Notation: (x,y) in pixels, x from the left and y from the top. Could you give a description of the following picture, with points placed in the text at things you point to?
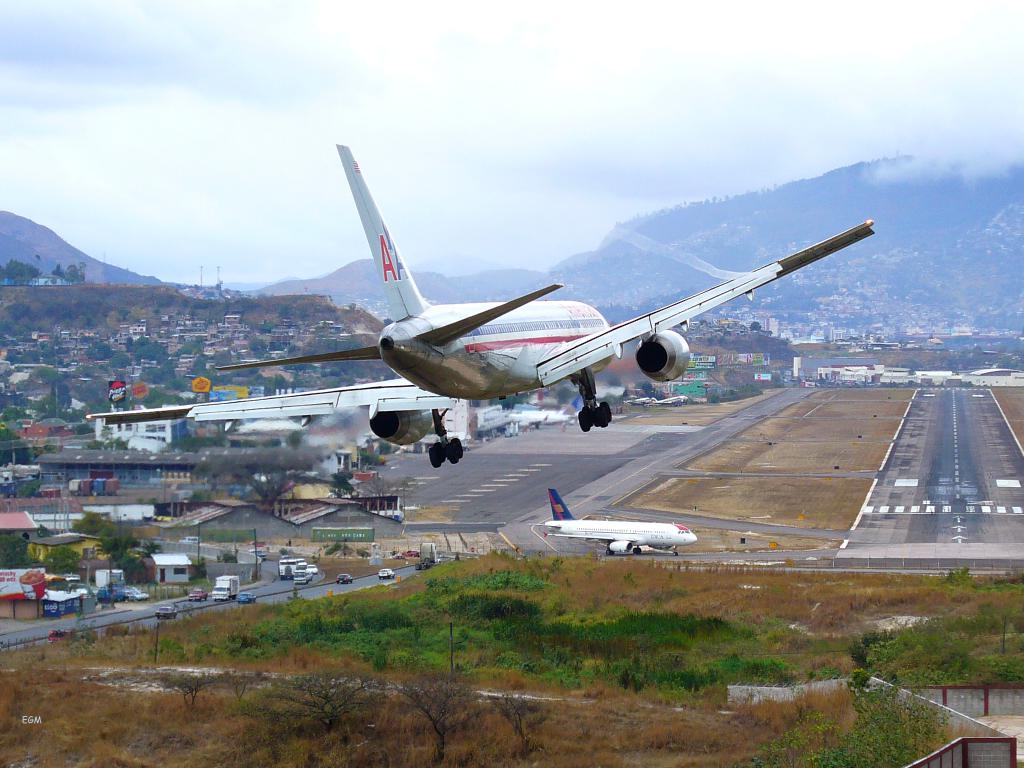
In this picture we can see an airplane (428,396) flying in the air, buildings (145,422), trees (220,442), mountains (610,314) and vehicles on the road (41,637) and in the background (248,230) we can see the sky (333,156) with clouds (404,156).
